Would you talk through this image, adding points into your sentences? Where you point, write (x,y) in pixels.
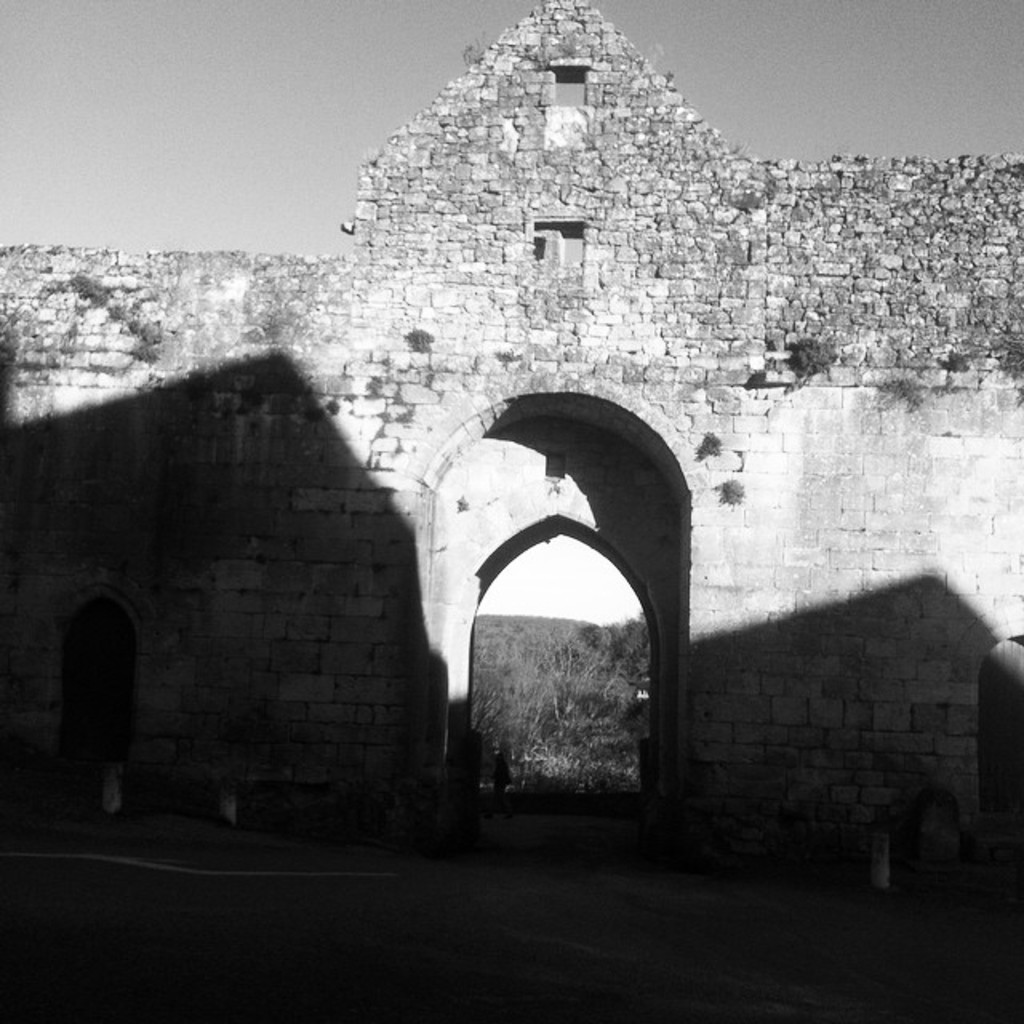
In this picture we can see a wall (402,696) and few trees (534,704), it is a black and white photography.
